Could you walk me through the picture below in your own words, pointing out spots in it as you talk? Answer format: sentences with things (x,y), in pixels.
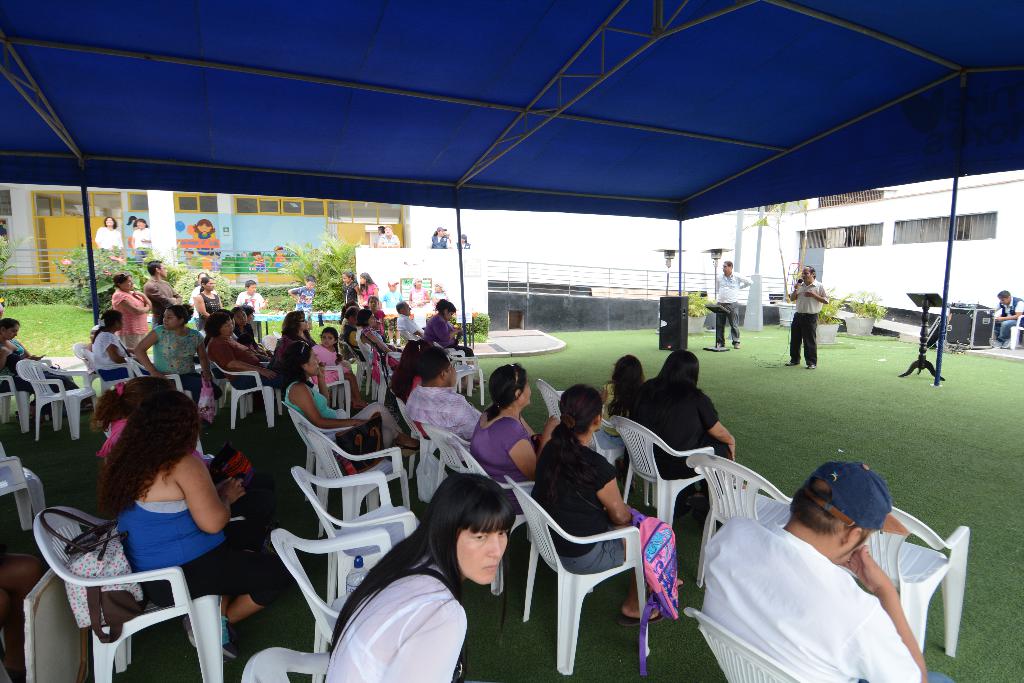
There are few people (177,527) here sitting on the chair (960,536) and few people (137,236) standing here and here this person (806,299) is holding microphone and speaking something, next to him we see a speaker (674,313). And they are under a tent (365,108). And we can see in the background (54,229) a building (296,227).
